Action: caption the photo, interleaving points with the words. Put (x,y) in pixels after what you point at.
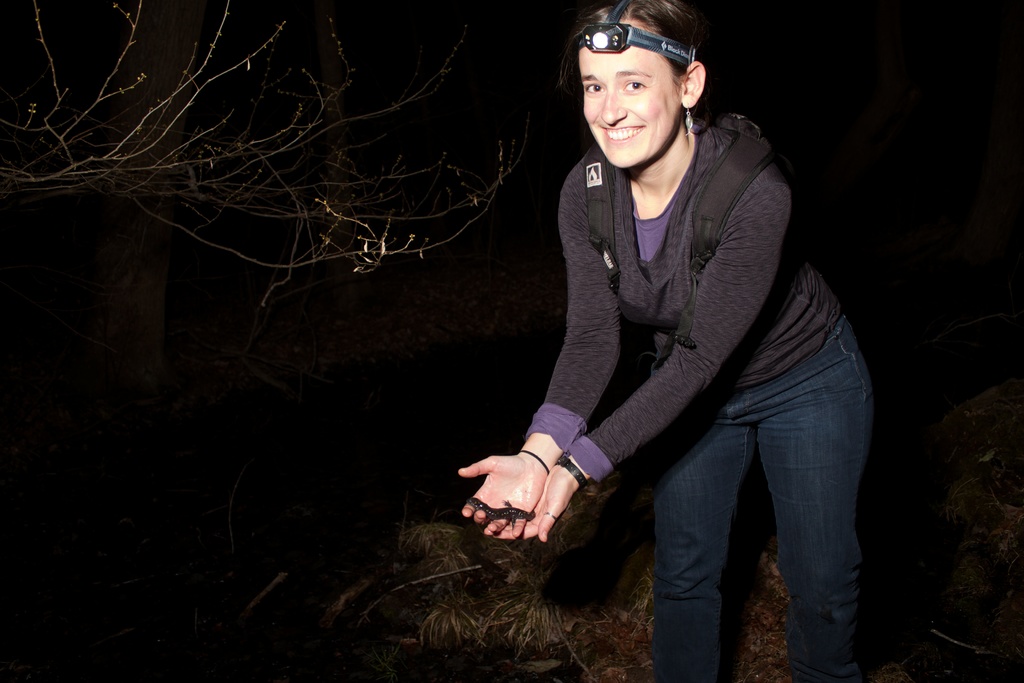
In the center of the image (664,250) there is a lady (518,498) holding a salamander (475,498) in her hand (504,526). In the background of the image (352,184) there is a tree (360,205). At the bottom of the image (452,593) there is grass (543,601).
